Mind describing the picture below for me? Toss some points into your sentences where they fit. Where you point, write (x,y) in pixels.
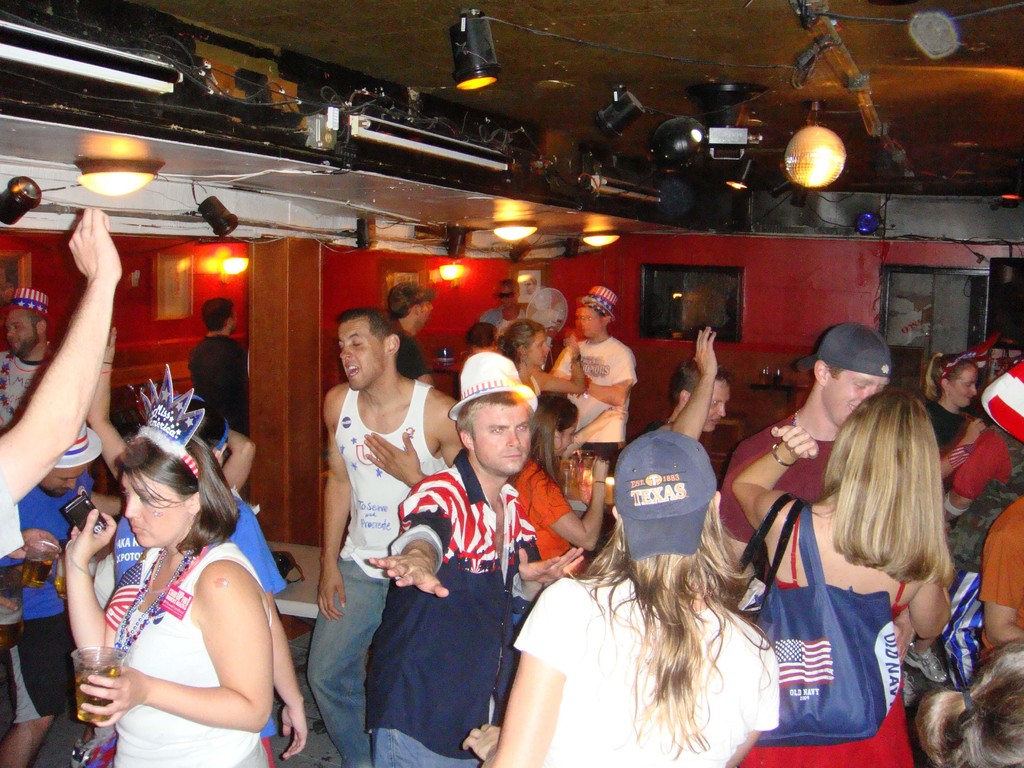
In this image there are some persons (657,572) dancing as we can see in the bottom of this image (420,583) and there is a wall (749,348) in the background (609,333). There are some lights (796,198) arranged on the top of this image (494,151).
